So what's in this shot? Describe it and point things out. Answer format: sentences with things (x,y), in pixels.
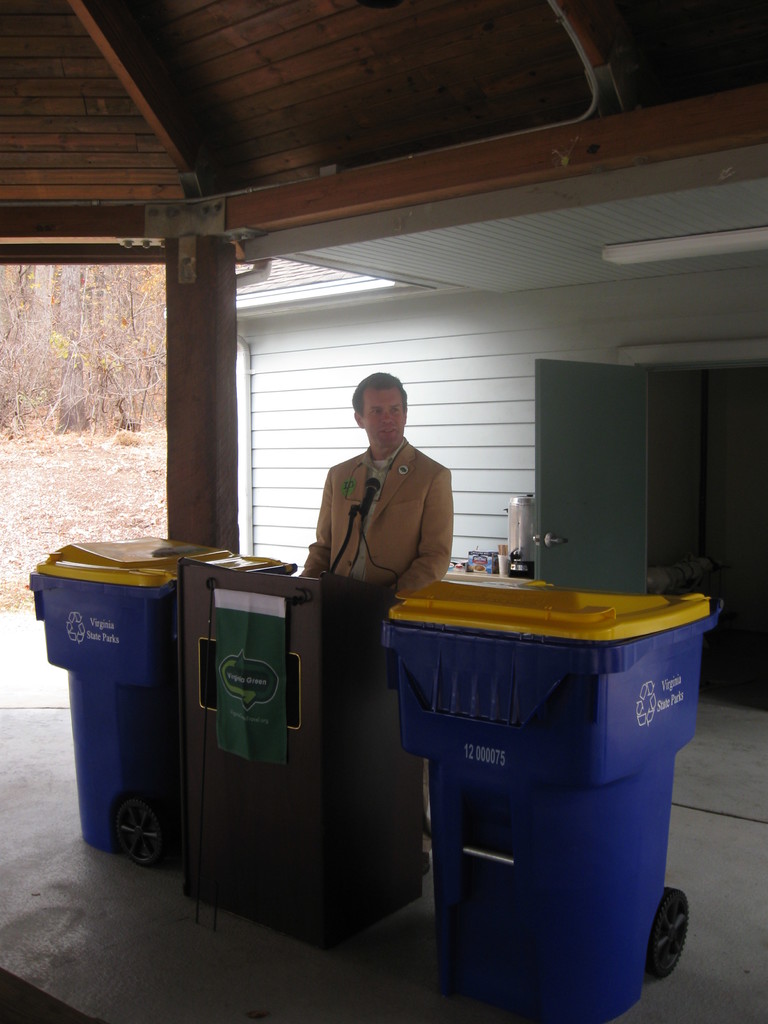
In this image, we can see a person (394,507) standing behind the podium (370,738). In-front of him, there is a microphone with a rod (345,543) and wire (374,566). On the podium (296,613), we can see cloth (269,695) hanging on the rod (298,599). On the right side (634,672) and left side of the image (146,695), we can see trash baskets (155,710) with wheels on the floor (352,991). In the background (260,370), we can see pole (195,395), walls (442,395), plants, door (630,460) and few objects (693,574). At the top of the image (266,135), we can see the ceiling (259,126).
